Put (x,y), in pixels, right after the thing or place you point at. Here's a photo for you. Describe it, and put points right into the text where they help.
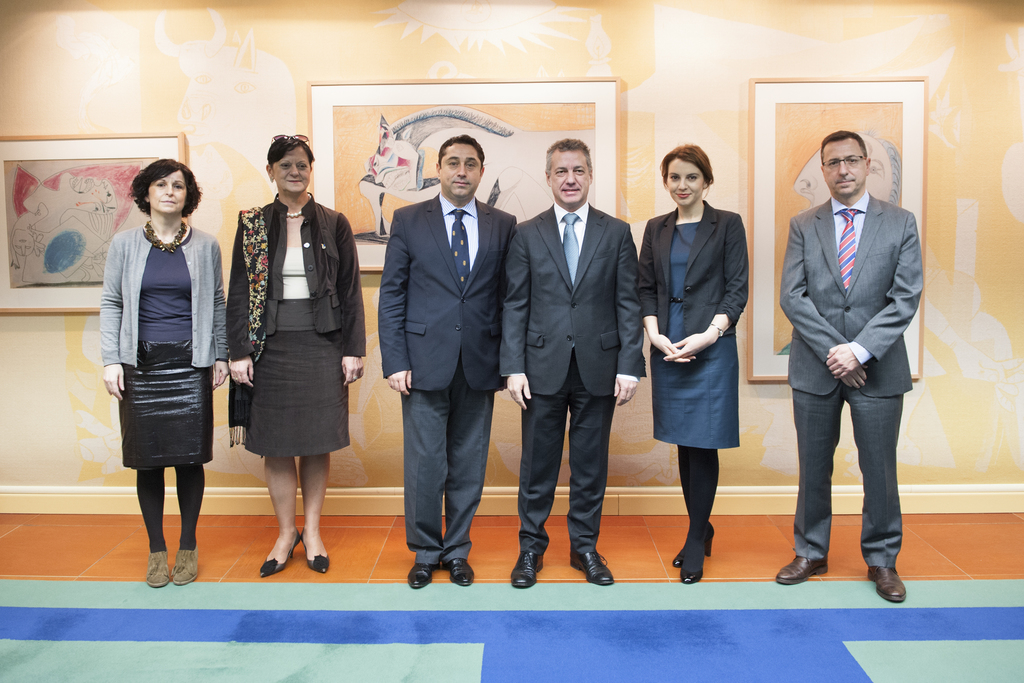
In this picture we can see people (536,474) standing on the ground (746,517) and in the background (730,488) we can see a wall (781,498), photo frames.
